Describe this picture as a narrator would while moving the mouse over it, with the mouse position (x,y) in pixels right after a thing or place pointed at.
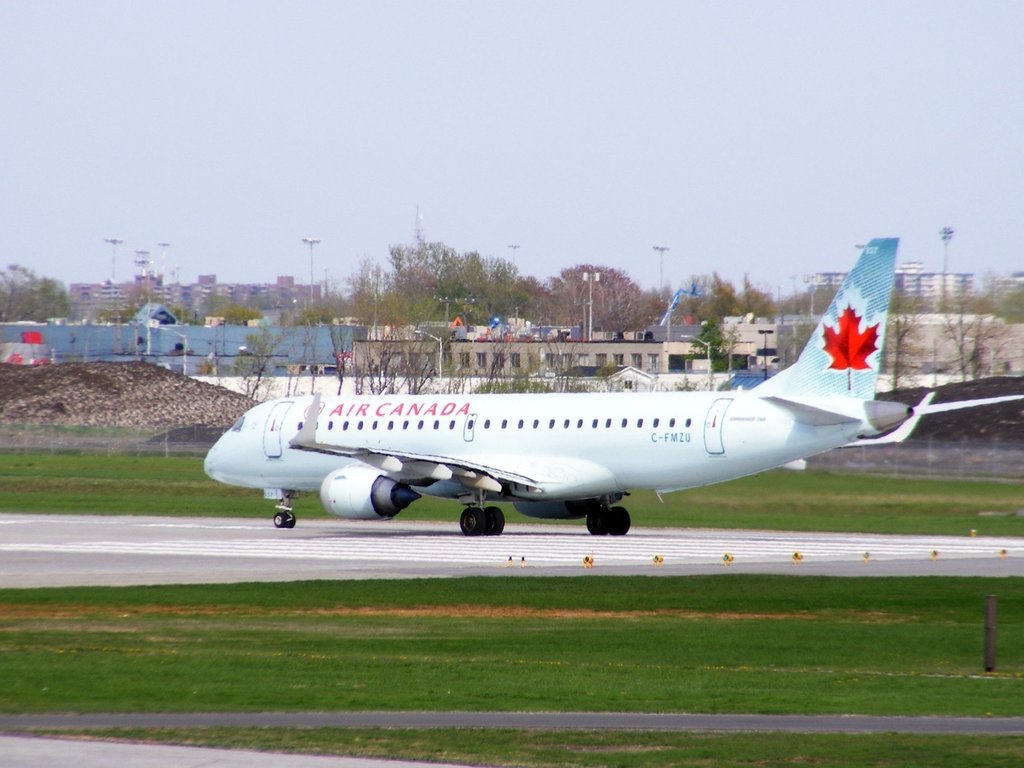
In this image there is a flight (461,499) and small yellow color objects (658,562) on the runway (745,552), a fence (114,442), grass (122,478), there are few trees (378,301), buildings (330,335), lights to the poles (660,301), and, towers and the sky (335,200).
